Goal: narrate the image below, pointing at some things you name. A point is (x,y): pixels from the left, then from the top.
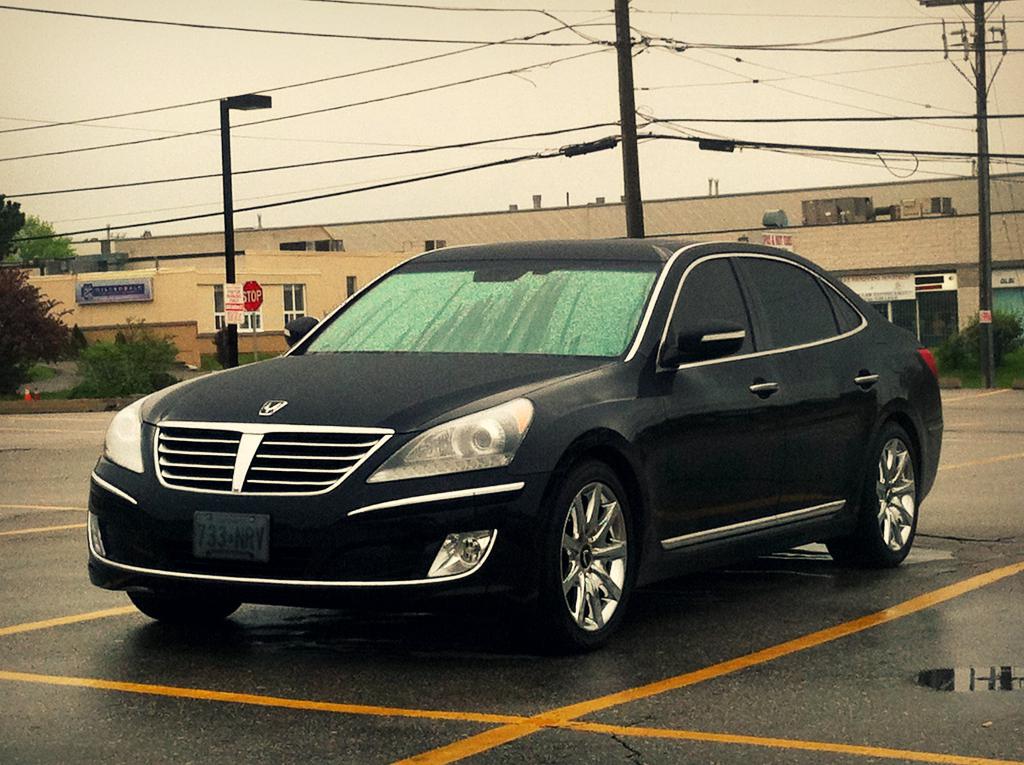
In this image I can see a car (451,471). There are buildings (512,241), electric poles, cables (708,144), trees (66,350) and there are some other objects (783,213). In the background (472,104) there is sky (738,115).
